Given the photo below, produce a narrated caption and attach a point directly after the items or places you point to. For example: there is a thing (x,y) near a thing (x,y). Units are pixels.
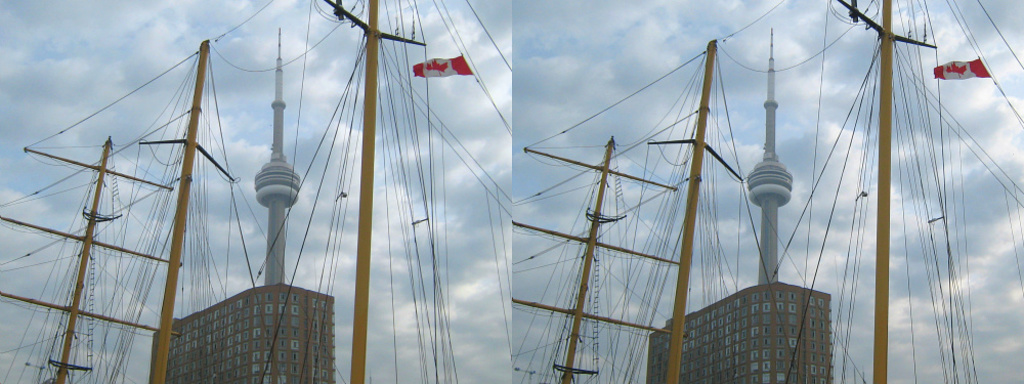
In this image I can see two same pictures. I can see a building (279,313) which is brown in color, a tower (770,161), few yellow colored poles (98,195), few wires (204,209) and a flag (433,65). In the background (272,23) I can see the sky (167,56).
